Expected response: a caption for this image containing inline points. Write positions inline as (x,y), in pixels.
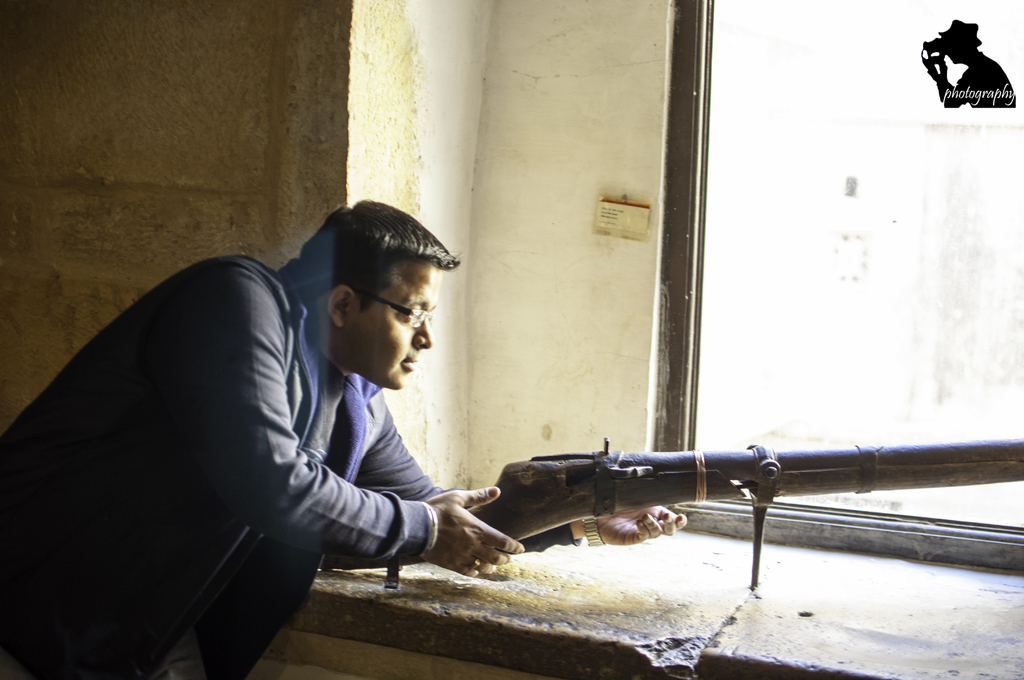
In this image I can see a person (434,539) bending and holding rifle (1014,449) in his hand (471,493) I can see a window (706,511) in the top right corner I can see a depiction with some text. I can see a label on the wall (564,230) beside the window (679,199).
